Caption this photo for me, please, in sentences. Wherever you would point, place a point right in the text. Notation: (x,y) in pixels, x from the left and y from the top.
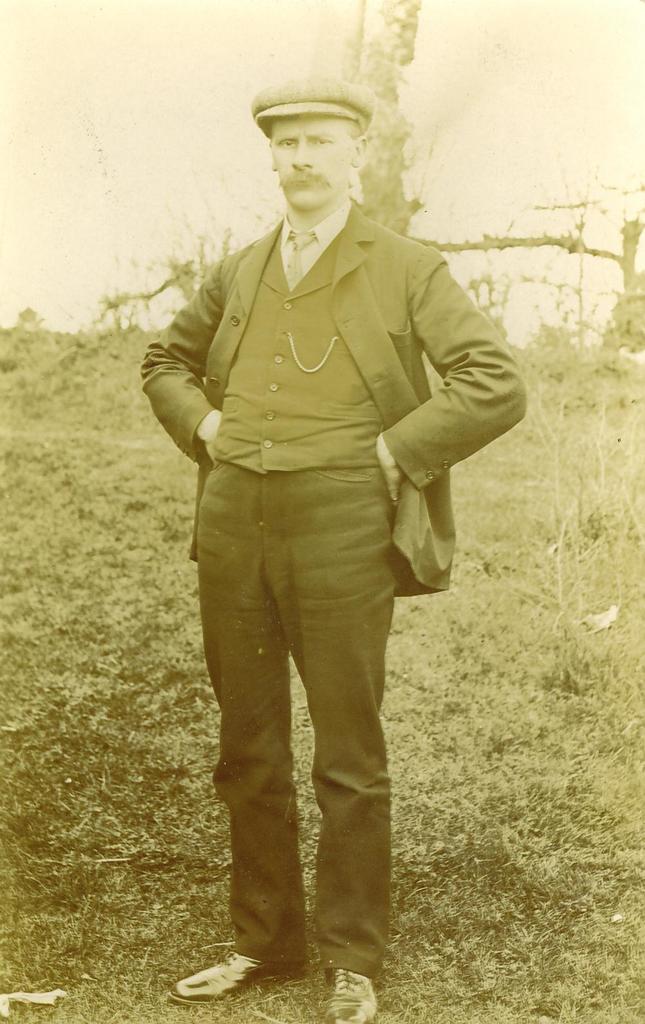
This is an edited image and here we can see a person (364,517) standing and wearing a cap (307,99). In the background (33,314), there are trees (181,265). At the bottom (146,899), there is ground (156,882).
